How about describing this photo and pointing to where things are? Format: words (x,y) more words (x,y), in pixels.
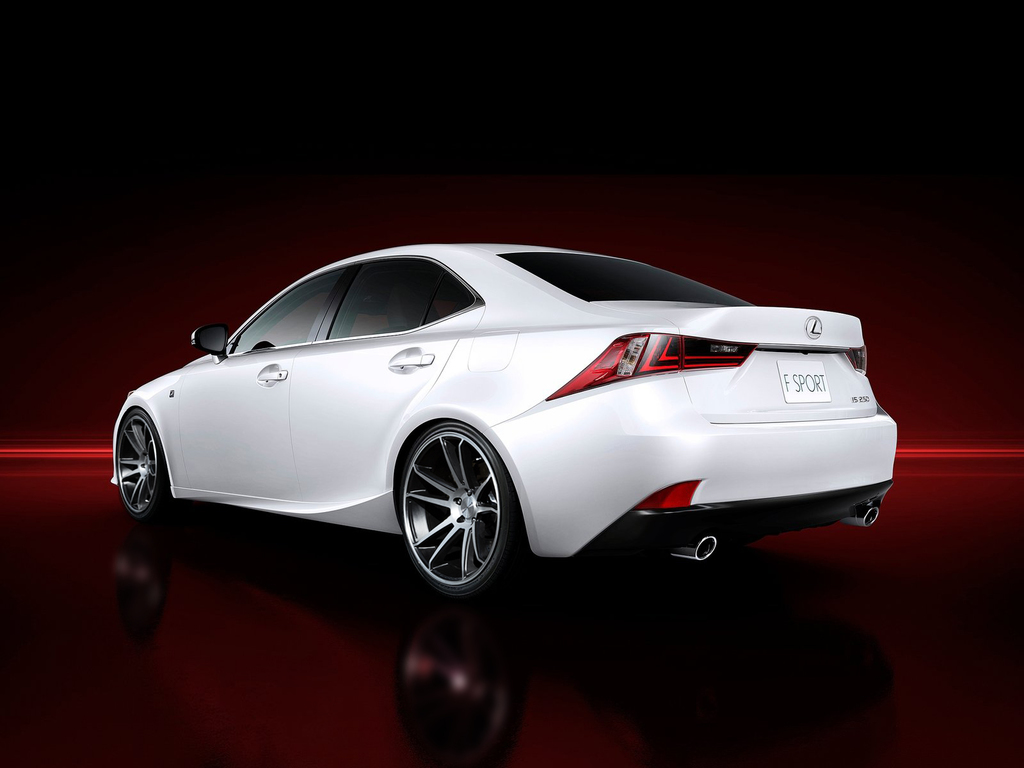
In this image there is a white car (469,350) in the background (187,351) it is dark and red.
